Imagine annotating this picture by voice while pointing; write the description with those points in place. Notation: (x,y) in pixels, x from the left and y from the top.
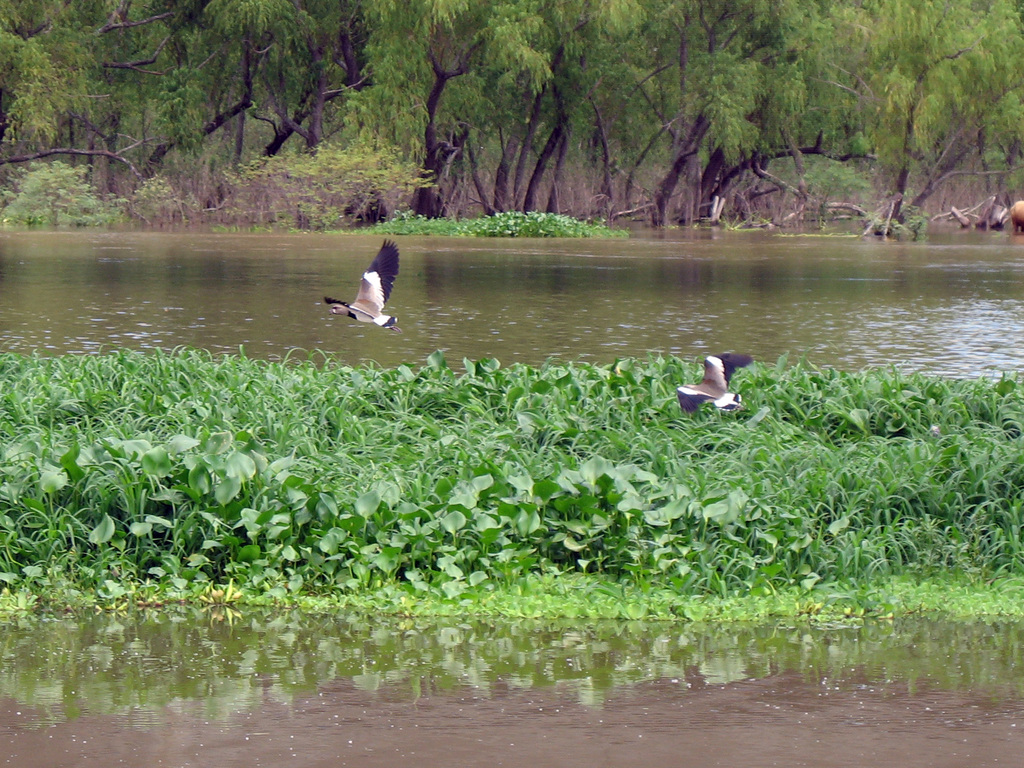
In the center of the image (536,341) there are birds (392,325) and water (666,317). At the bottom of the image (259,670) we can see water (753,712) and plants (600,518). In the background (703,169) we can see trees (482,206) and plants (349,205).
